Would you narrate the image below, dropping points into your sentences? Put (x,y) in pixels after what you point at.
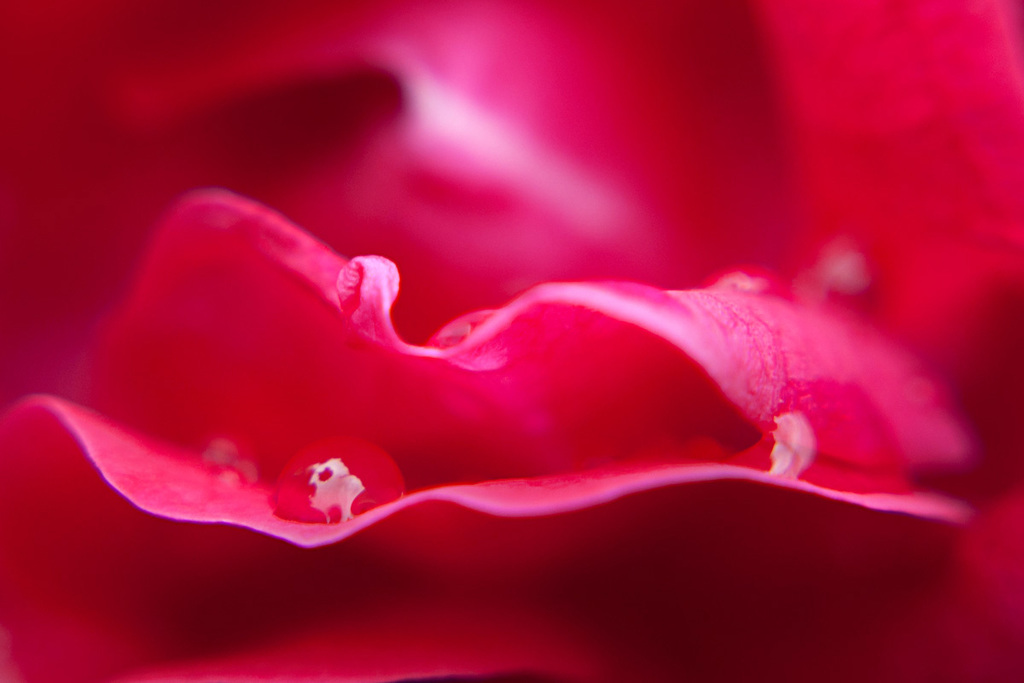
In the middle of this image (458,316), there are water drops (826,260) on the pink color flower folds (545,309). And the background (93,147) is blurred.
